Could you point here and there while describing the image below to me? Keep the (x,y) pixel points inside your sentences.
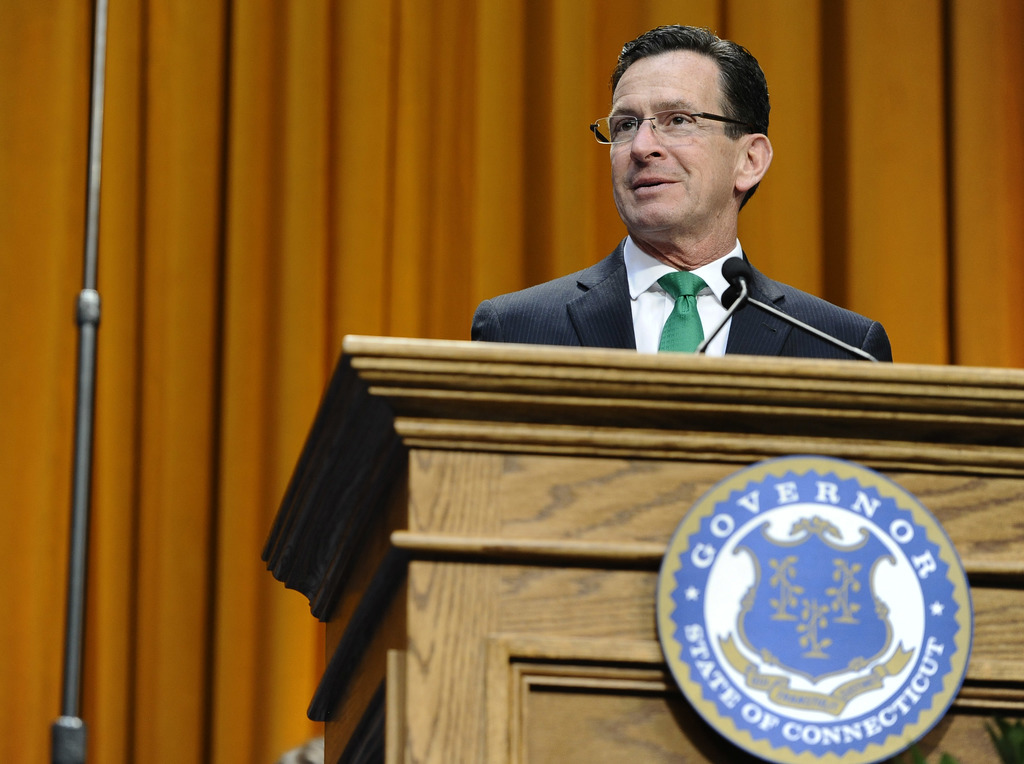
In this picture we can see a person (621,306) is standing behind the podium (589,618) and on the podium (521,670) there is a logo (740,556) and microphone (730,296) with stands (718,324). Behind the man (590,280) there is an iron rod (79,580) and a curtain (357,156).
